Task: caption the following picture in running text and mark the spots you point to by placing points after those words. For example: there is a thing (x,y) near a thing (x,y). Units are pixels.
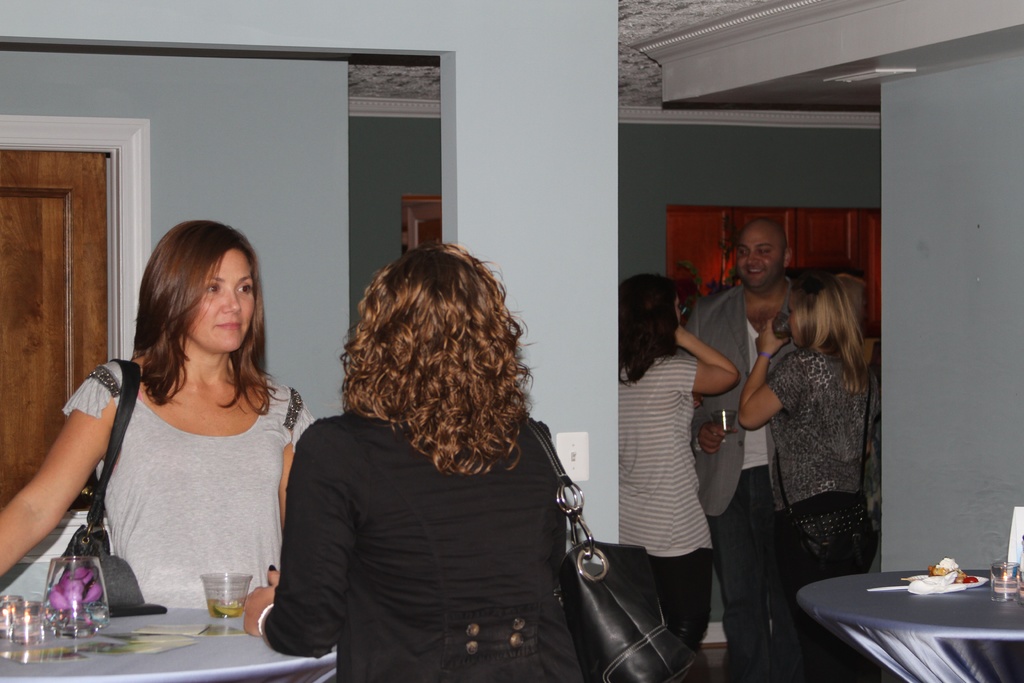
In this image we can see this people (279,541) are standing near the table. In the background (684,508) we can see this people (734,350) standing and a wall (472,142).
